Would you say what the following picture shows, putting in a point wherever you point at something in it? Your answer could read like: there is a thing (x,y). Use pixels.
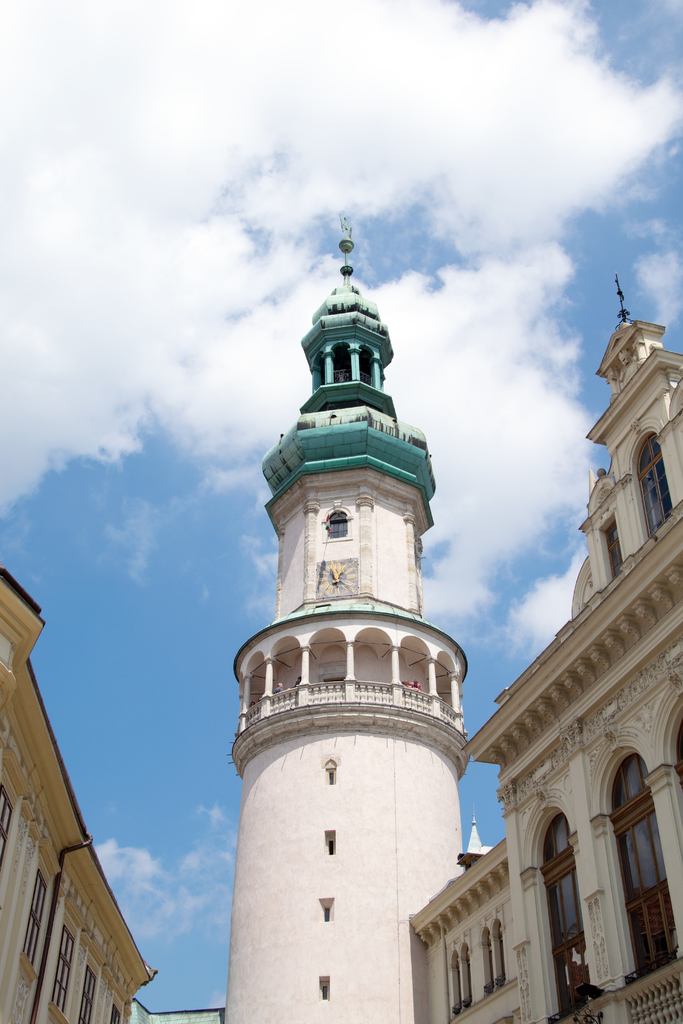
In the image I can see some buildings (92,885) and a tower like building (310,644) to which there is a pole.
